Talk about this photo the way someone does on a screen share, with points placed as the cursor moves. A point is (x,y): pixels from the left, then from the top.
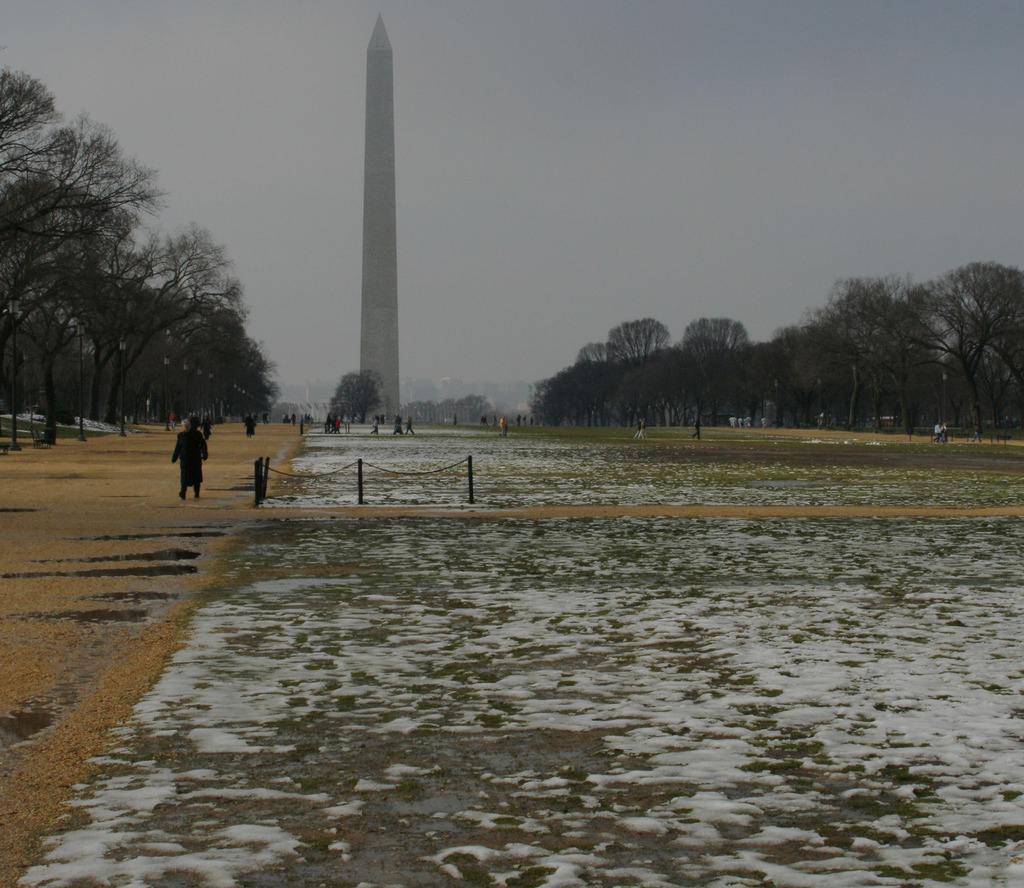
In this image, we can see so many trees (999,321), a group of people (170,425). Few are walking. Here we can see few poles (262,495) with chains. Background (414,358) there is a tower (398,366), sky (446,341). At the bottom (808,721), we can see snow (1023,734).
